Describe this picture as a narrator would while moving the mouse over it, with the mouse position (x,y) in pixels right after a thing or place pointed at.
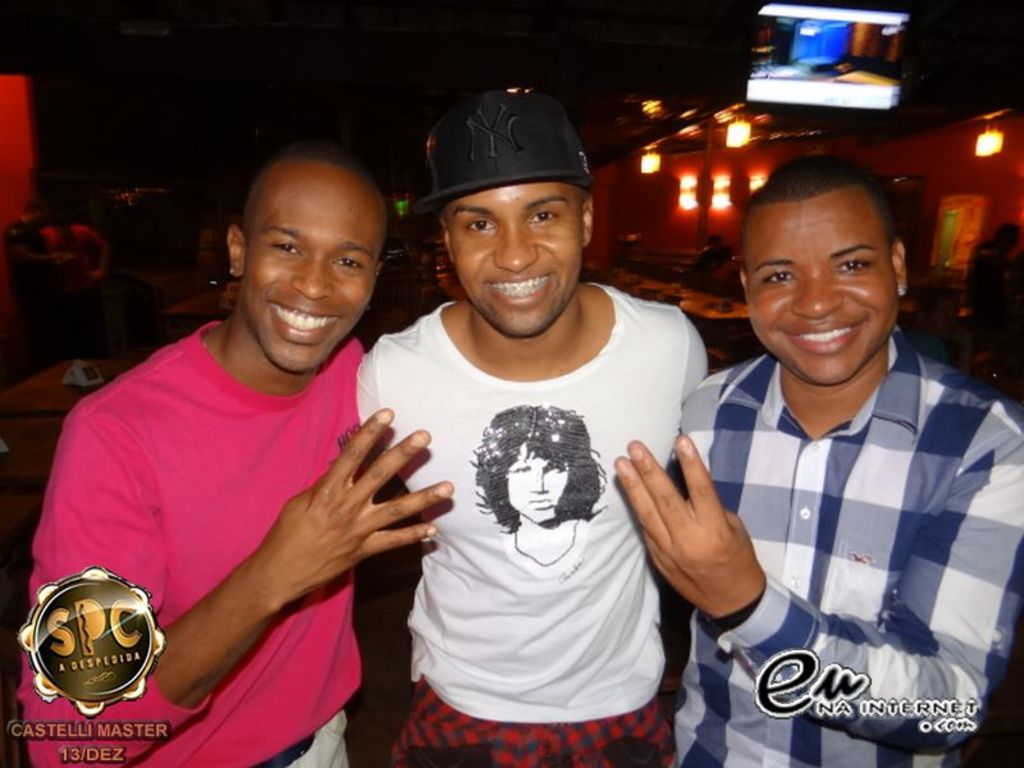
In this image there are people (573,518) standing. There is a wall (920,170) with lights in the background (843,152). There are chairs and tables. At the top (786,99) there is an object (867,57).
